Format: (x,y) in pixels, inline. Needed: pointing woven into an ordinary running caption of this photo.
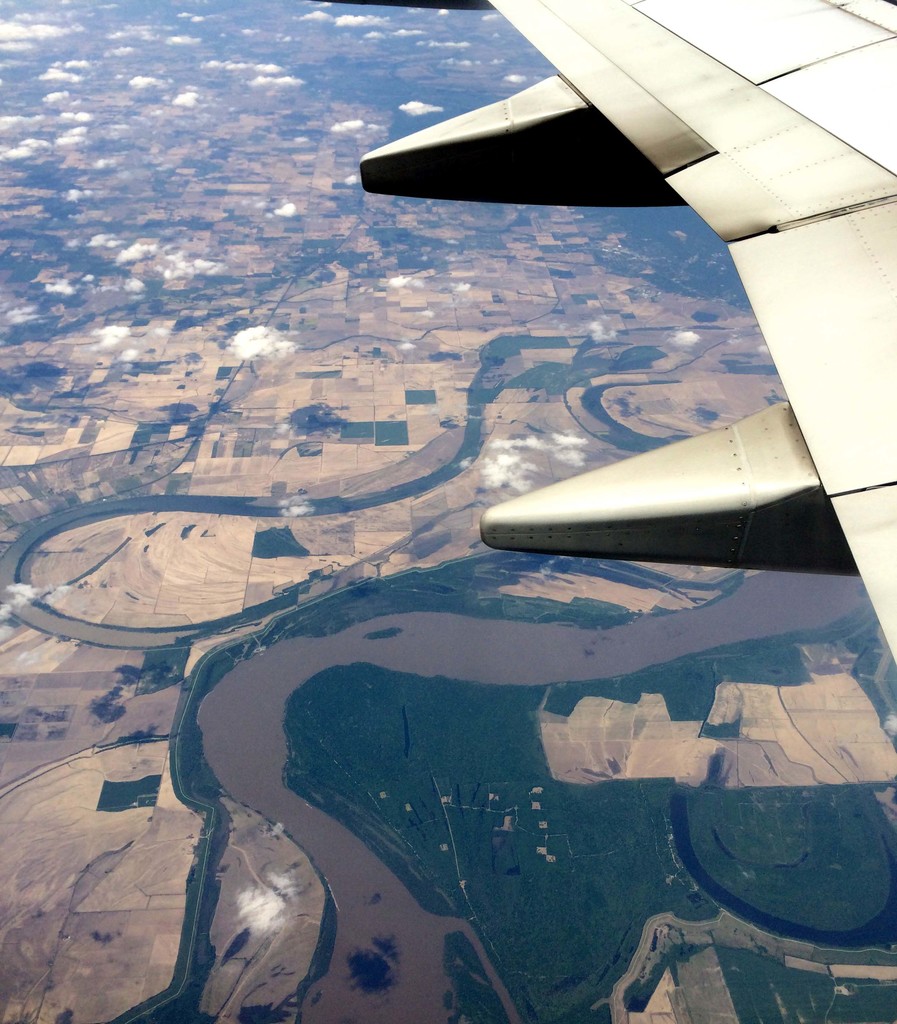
In this image we can see ground (529,840). On the right side of the image (778,6) we can see an aeroplane wing (747,32) which is truncated.
